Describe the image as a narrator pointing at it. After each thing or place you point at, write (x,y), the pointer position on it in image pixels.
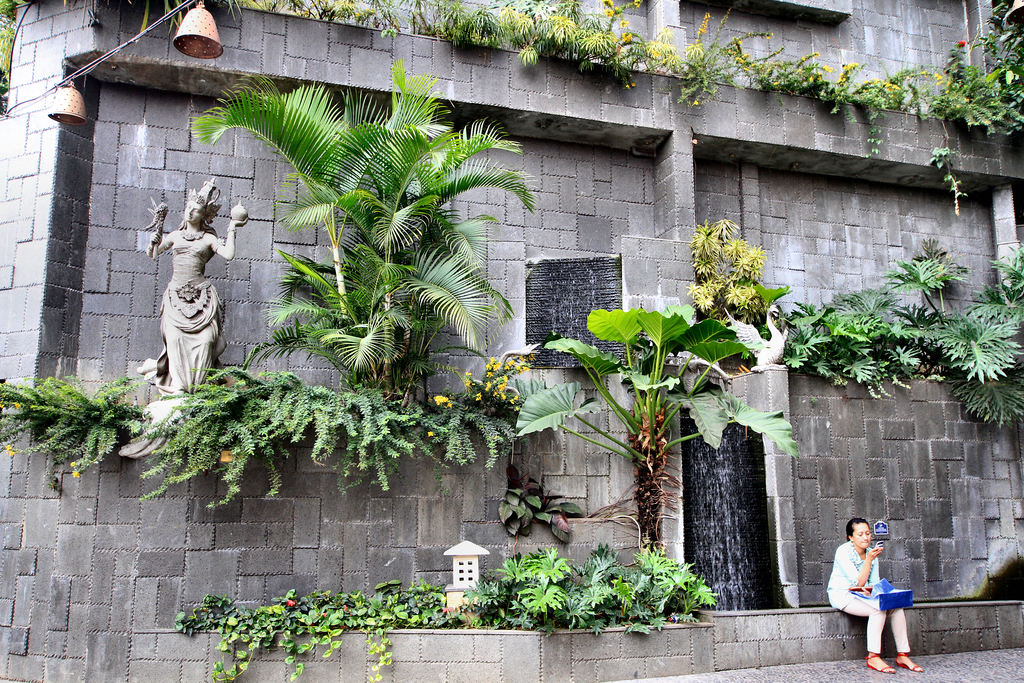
In this image, we can see a wall (240,304), few plants (472,461), statue (132,455), few decorative pieces (185,26). On the right side (834,581), we can see a person (862,586) is sitting on the wall (816,606) and keeping a blue color carry bag (887,598) on her lap (863,615).
